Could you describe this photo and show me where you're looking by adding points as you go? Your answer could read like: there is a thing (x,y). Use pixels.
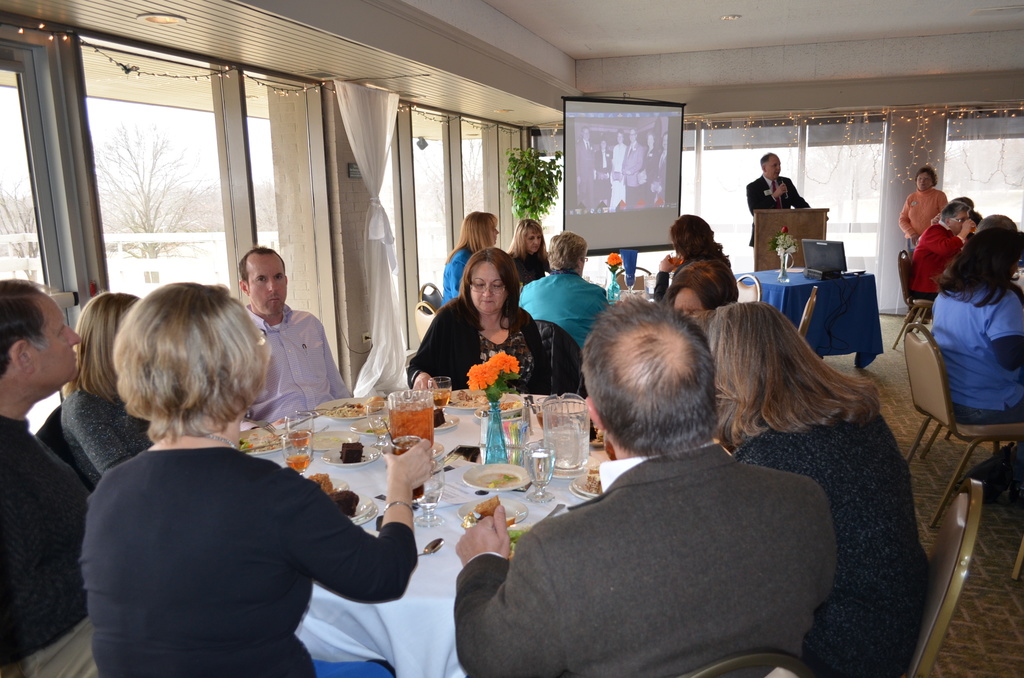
It looks like a party where are lot of people (611,444) sitting around the table (456,541) and on the table (374,479) there is a lot of different kinds of food (469,396), a person (777,189) is standing in front of the table (803,293) and speaking something to the left side of him there is a projector (594,147) and something is being displayed on it, beside the projector (612,179) there is a plant (516,189), in the background (390,279) there is a white color curtains (357,107) some Windows (245,188) outside it the sky (190,142) and also other trees (177,207).
